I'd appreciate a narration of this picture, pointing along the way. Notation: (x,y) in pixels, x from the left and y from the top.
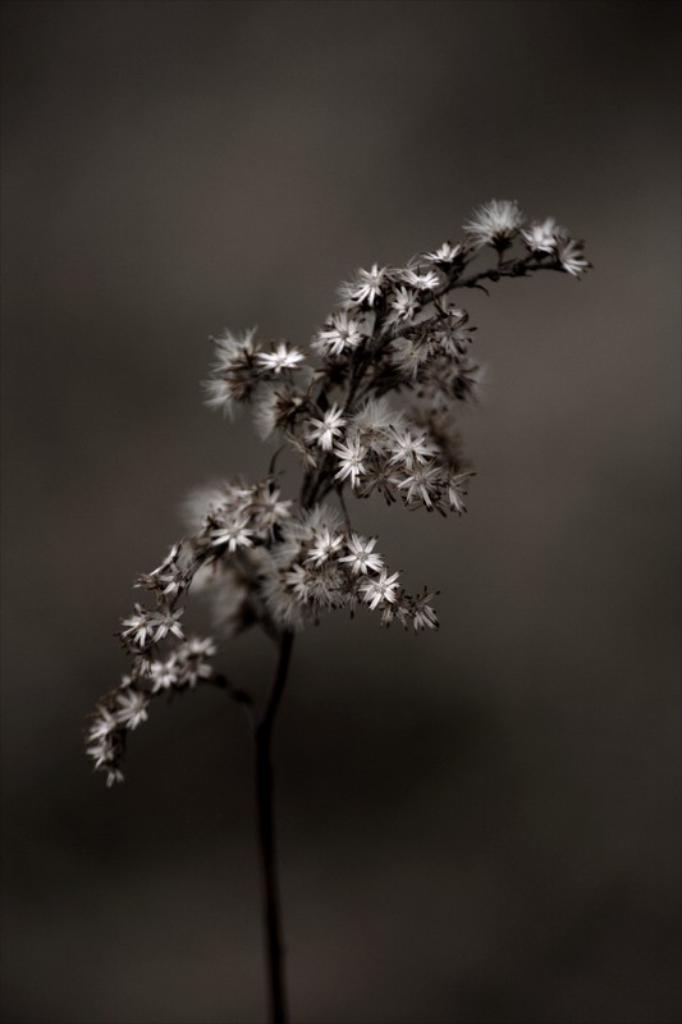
In this image there are flowers (368,287) on a plant (268,827). The background (160,169) is blurry. The image is black and white.
